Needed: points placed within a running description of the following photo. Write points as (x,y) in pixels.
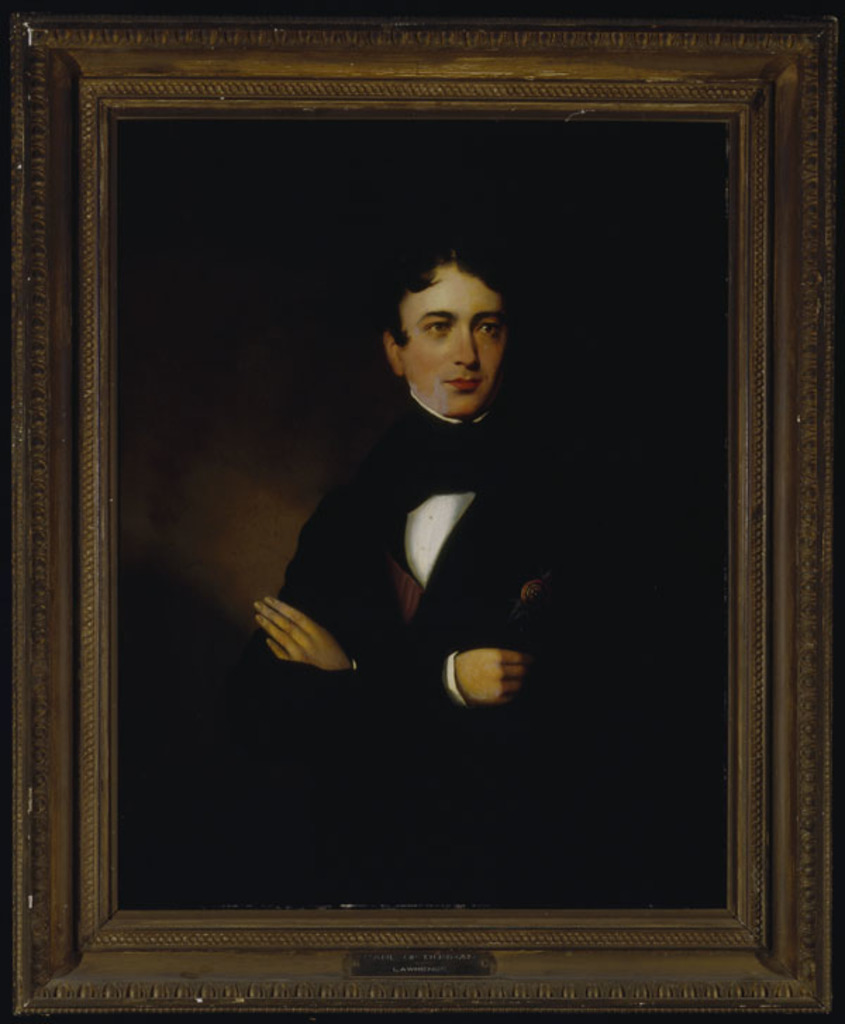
In the center of the image (364,541) we can see one photo frame (340,556). On the photo frame (391,658), we can see one person (352,653) standing and we can see he is in a different costume (489,571).
